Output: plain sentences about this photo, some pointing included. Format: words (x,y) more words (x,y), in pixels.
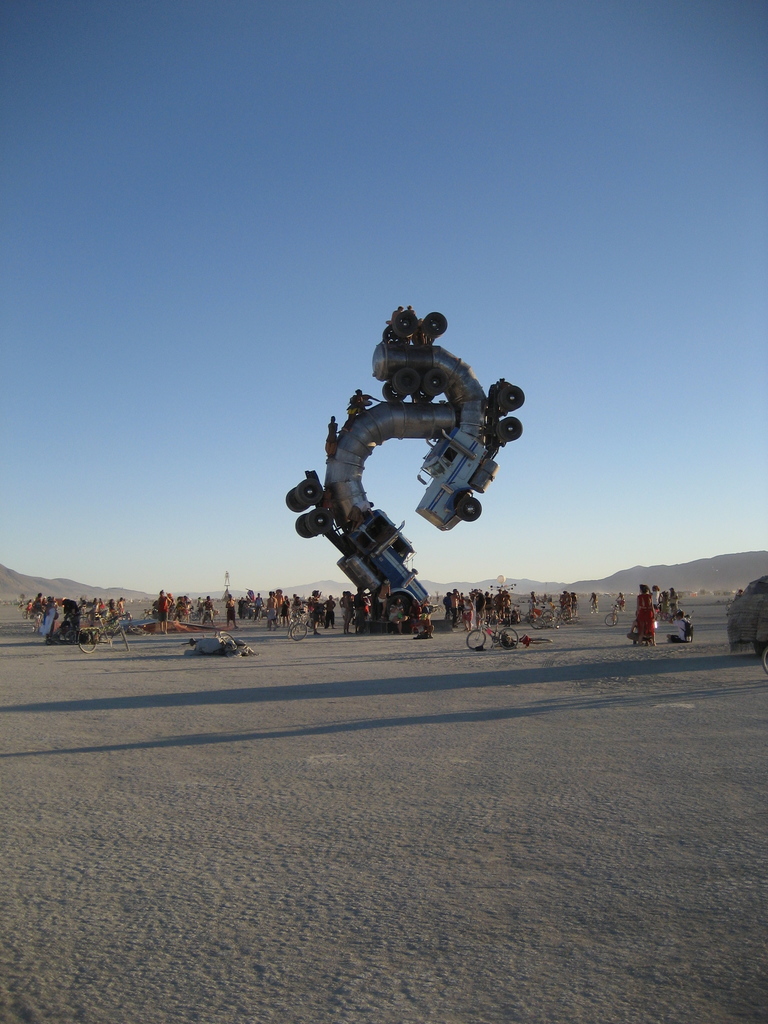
In the center of the image (365,554) there is a structure (371,536) made from trucks (430,460), around that there are a few people (419,616) and there are cycles (247,654) and cars (767,624), in the background of the image (694,569) there are mountains (703,579).
